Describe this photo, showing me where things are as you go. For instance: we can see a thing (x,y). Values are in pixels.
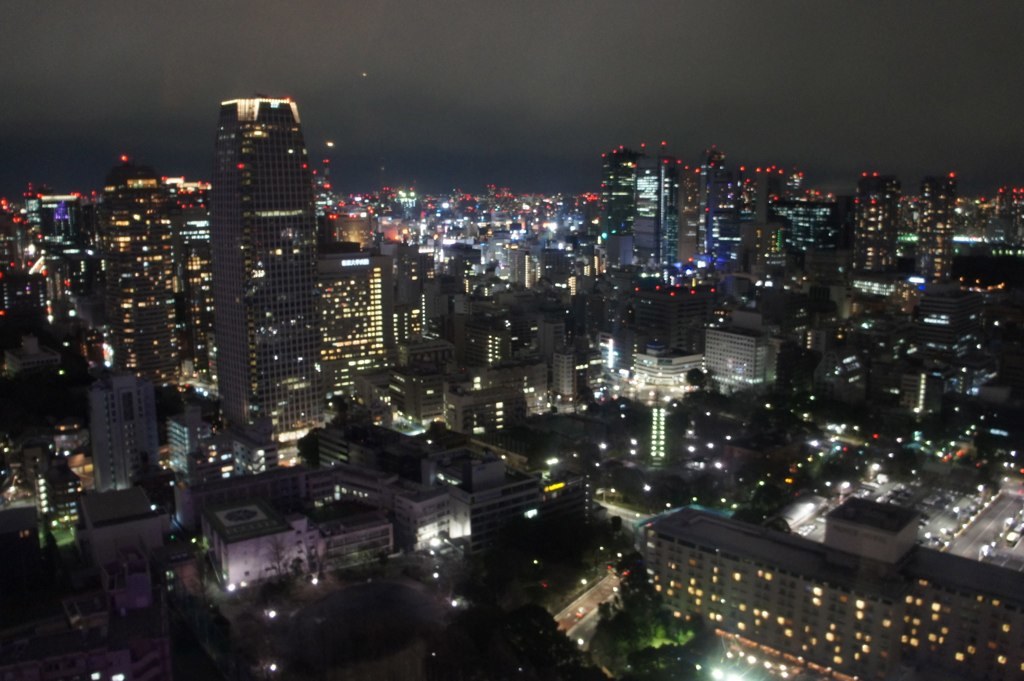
In this image we can see a group of buildings (425,329) with windows (287,296) and some lights (685,586). In the foreground of the image (647,660) we can see some trees (634,675). At the top of the image (455,58) we can see the sky (441,60).
